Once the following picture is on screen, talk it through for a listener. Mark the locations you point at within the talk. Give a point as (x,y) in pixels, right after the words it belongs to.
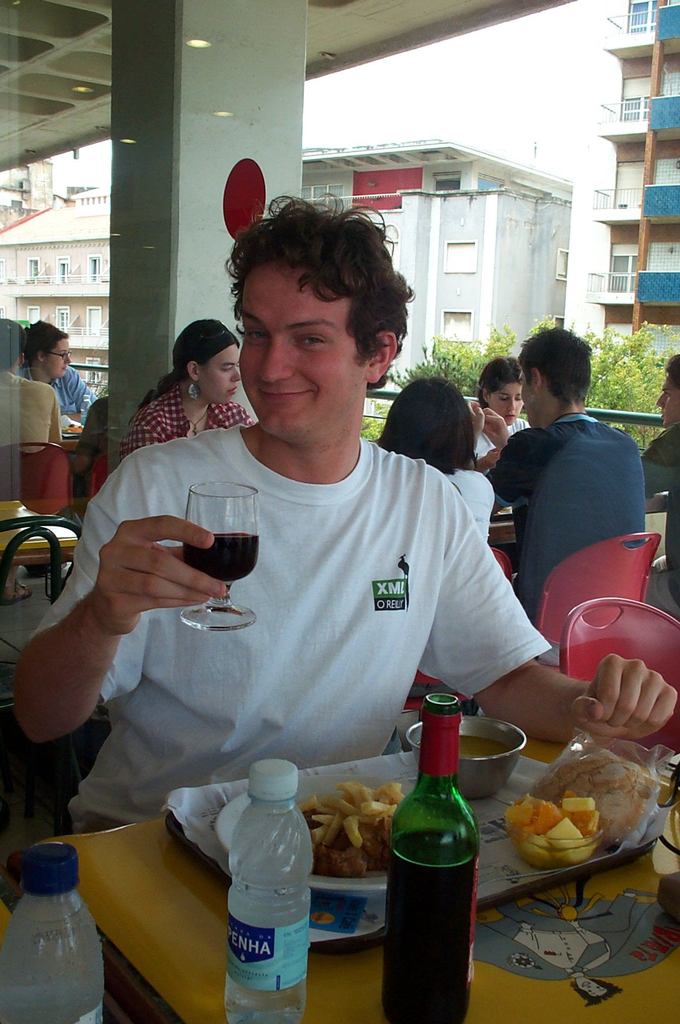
In the picture we can see a man (368,671) sitting on a chair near the table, on the table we can find the bottle of wine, and water bottle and with the plate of food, a man (271,413) is holding a glass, with the white T-shirt (344,683), in the background (545,171) we can see some people (451,462) are sitting on a chairs (550,618) and table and we can also see some buildings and sky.
